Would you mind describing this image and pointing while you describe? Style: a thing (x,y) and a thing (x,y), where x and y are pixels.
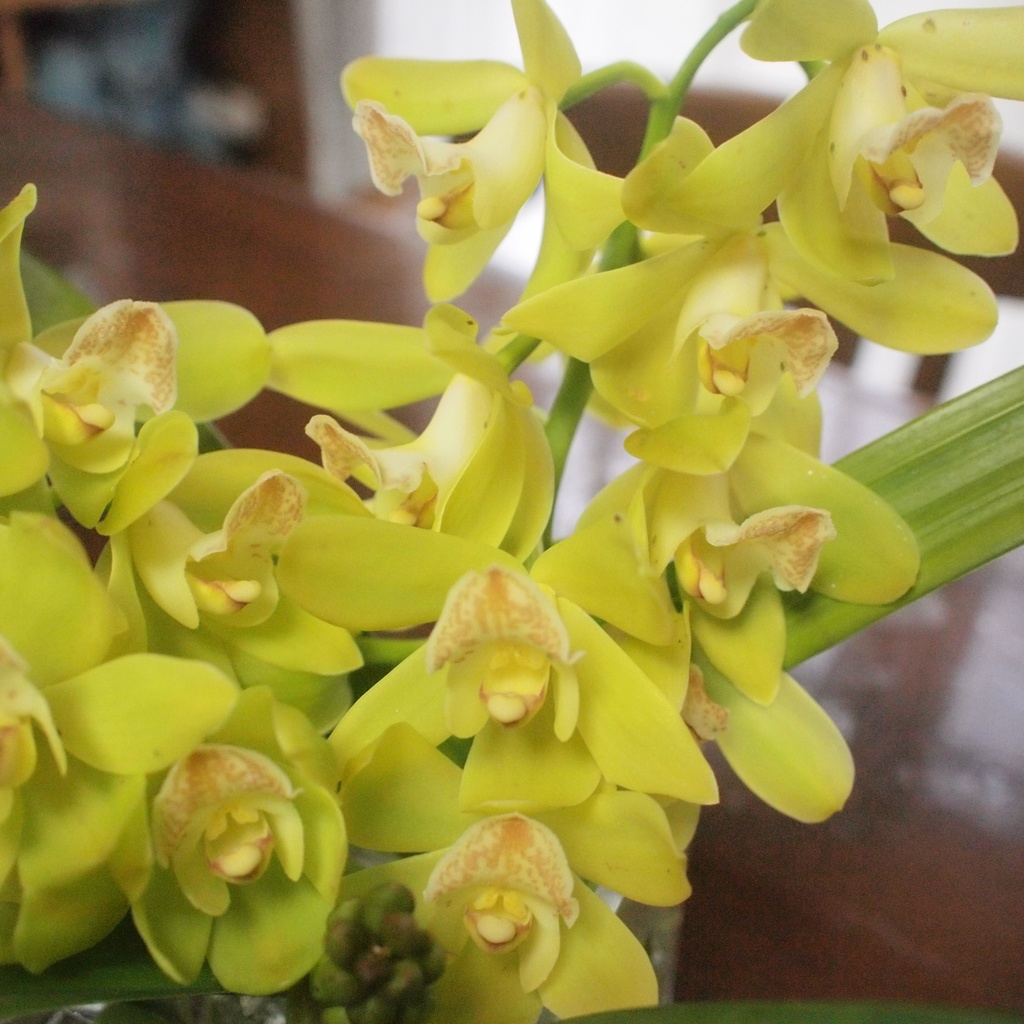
In this picture we can see flowers (617,568), leaves (890,447) and in the background (248,240) we can see some objects (269,139) and it is blurry.
